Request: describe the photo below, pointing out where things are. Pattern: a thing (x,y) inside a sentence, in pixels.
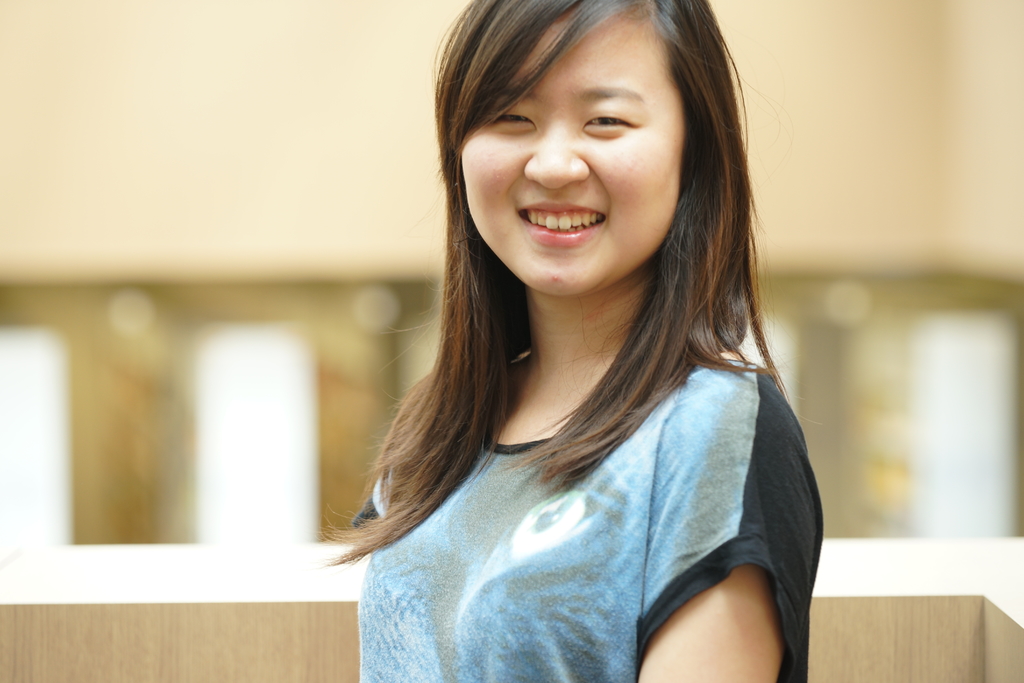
There is a woman (514,359) smiling. Background (890,433) it is blur.
